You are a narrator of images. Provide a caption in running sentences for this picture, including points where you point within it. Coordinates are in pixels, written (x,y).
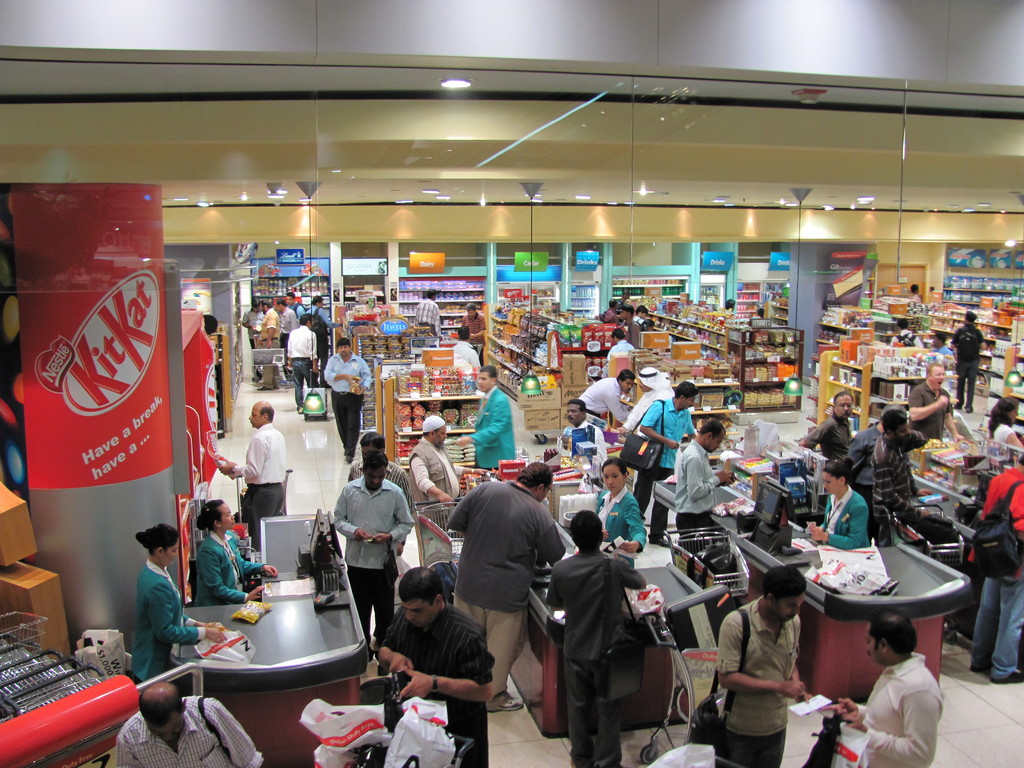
In this picture there are people (943,425) those who are standing around the counters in the center of the image (646,425) and there are lamps (532,378) on the ceiling (424,111) and there are racks (401,339) in the image, which contains different items (468,408) and there are posters (65,245) in the image.
